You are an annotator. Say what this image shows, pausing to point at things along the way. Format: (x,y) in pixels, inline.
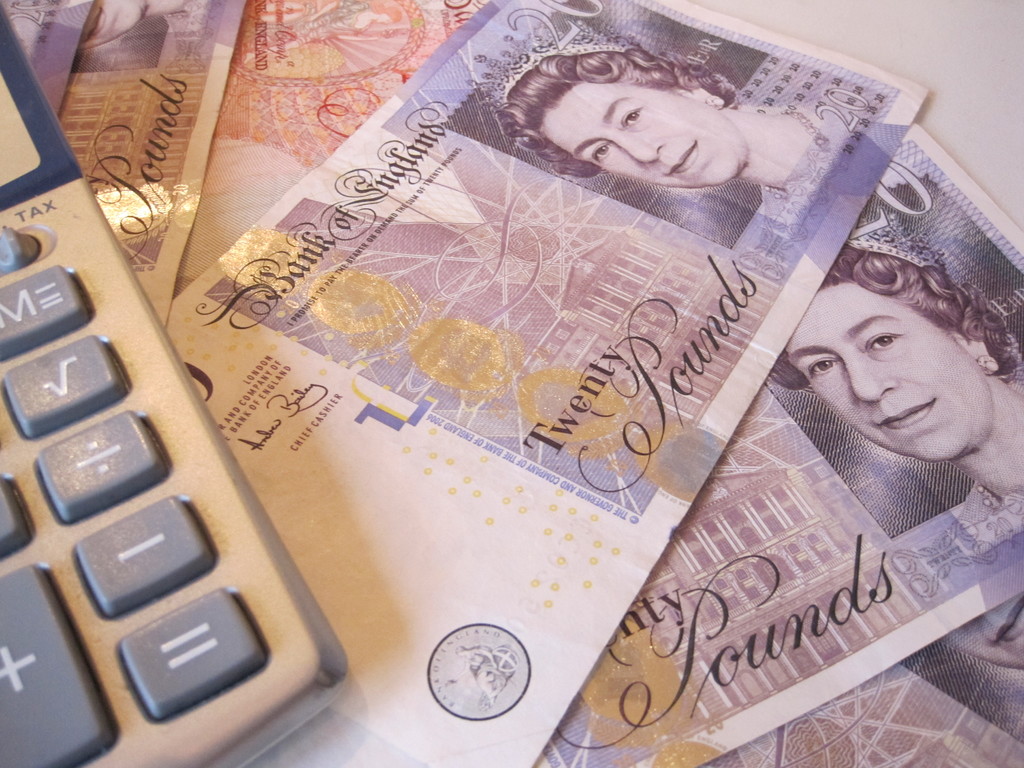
This is looking like the currency (402,86) of some country on the left side of the image (156,527) I can see a calculator (179,523).
